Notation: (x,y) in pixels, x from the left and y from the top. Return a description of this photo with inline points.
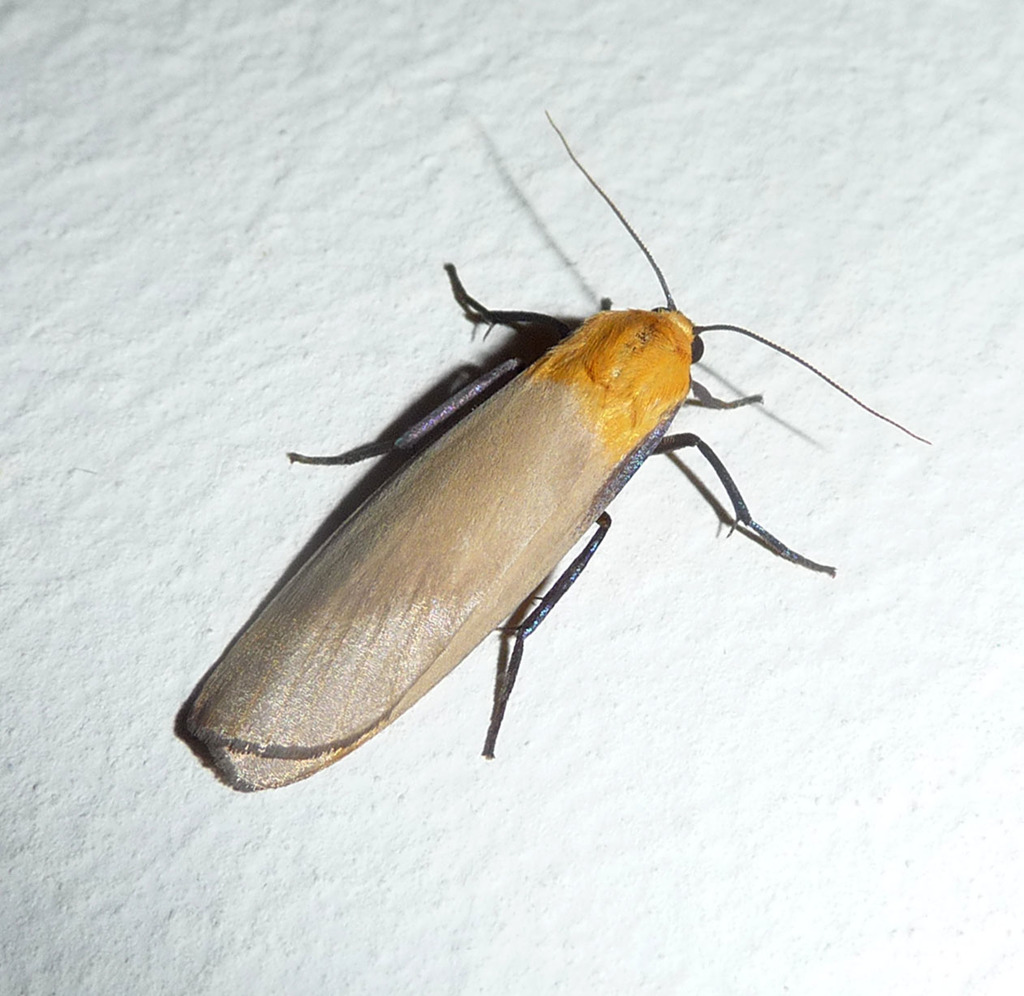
In this image, we can see an insect (362,691) on the white colored surface (202,385).
